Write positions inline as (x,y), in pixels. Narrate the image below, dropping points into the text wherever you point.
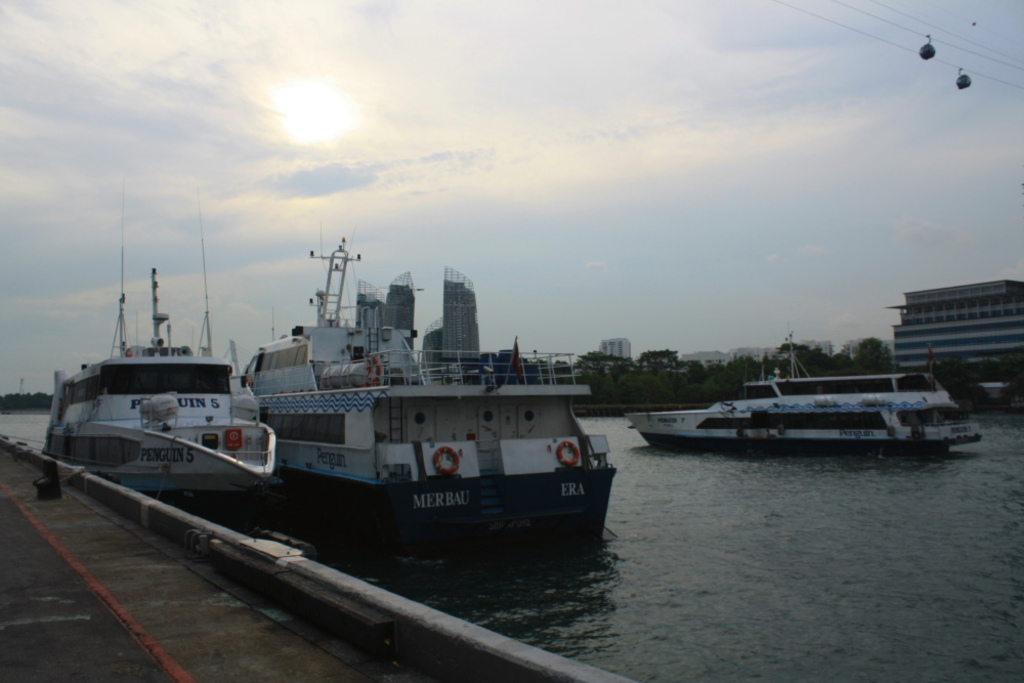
On the left (182,360) there is a road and there are ships (327,512) on the water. In the background (662,292) there are buildings (976,337), trees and clouds (278,125) in the sky (261,114). On the right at the top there are two cable cars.
